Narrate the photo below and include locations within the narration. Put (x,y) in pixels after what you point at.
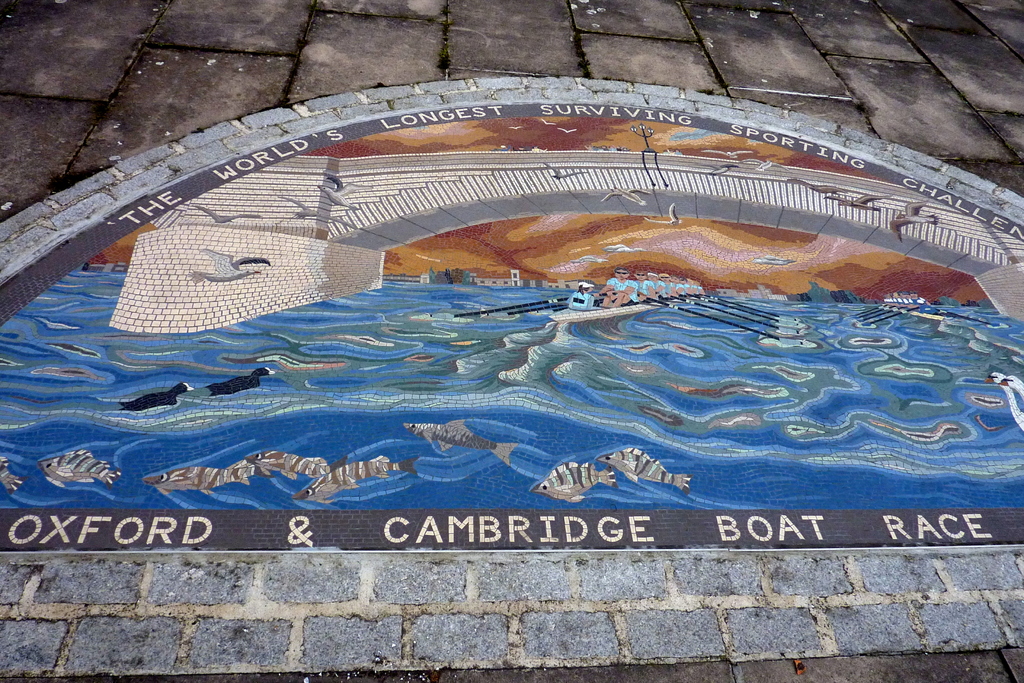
In the middle of this image (680,274), there is a painting (894,242) on a surface (115,94). In this painting (665,208), we can see there are persons (587,286) in the boats (621,310). These boats (607,314) on the water (98,350). Above them, there are birds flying in the air (721,265) and there is a bridge (312,204). There are fish (91,477) in the water (279,477) and there are texts (815,519). And the background of this image (916,139) is gray in color.
